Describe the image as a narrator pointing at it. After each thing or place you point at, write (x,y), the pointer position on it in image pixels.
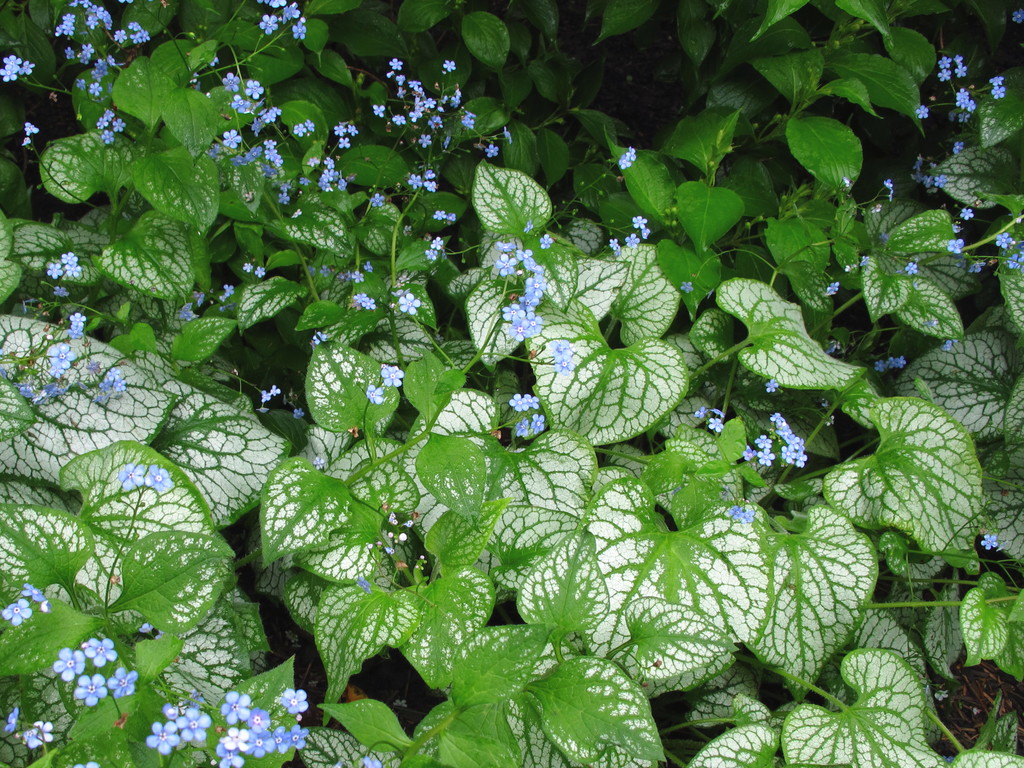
In this image we can see a group of plants (523,460) with flowers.
